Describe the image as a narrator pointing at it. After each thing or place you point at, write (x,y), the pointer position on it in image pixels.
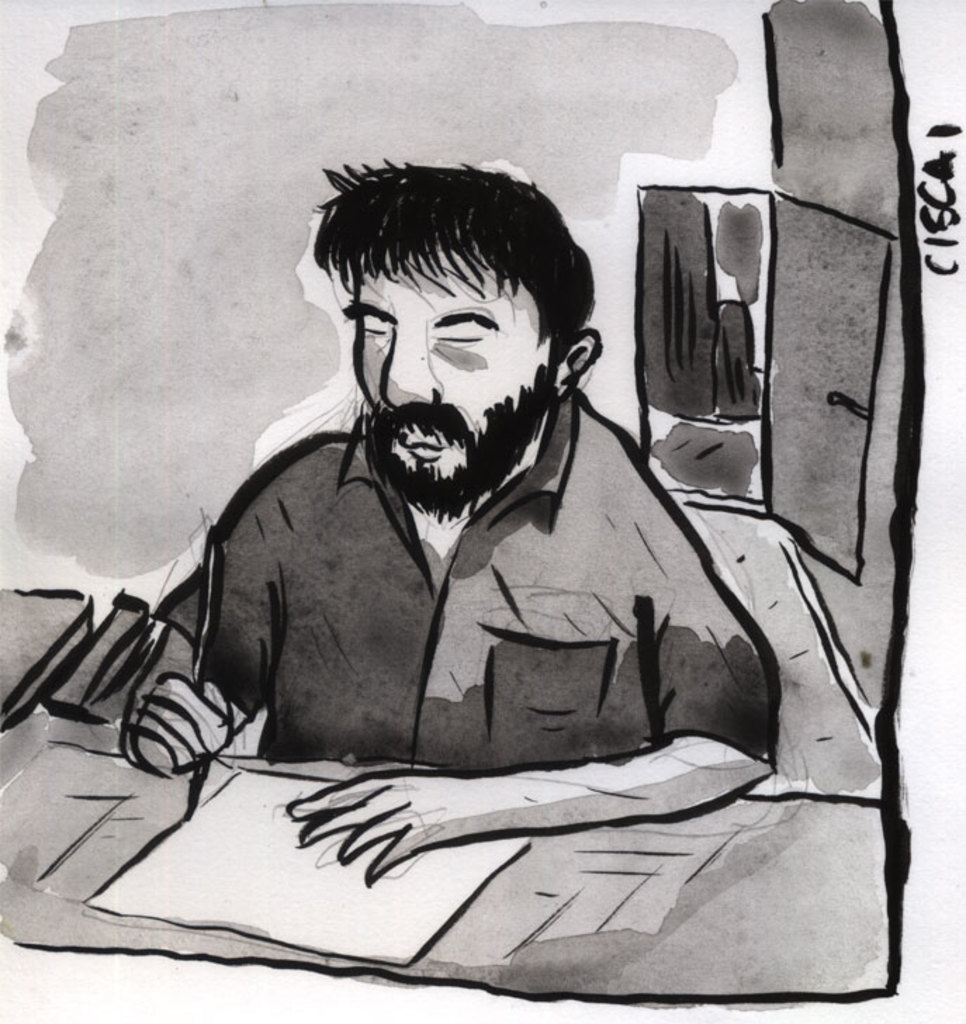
In this image we can see a painting (321,596). In the painting (576,583) we can see a person (401,688). In front of the person (493,710) we have a paper (359,873) on a surface (321,774). Behind the person (409,839) we can see a door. On the right side (697,175), we can see a wall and text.
